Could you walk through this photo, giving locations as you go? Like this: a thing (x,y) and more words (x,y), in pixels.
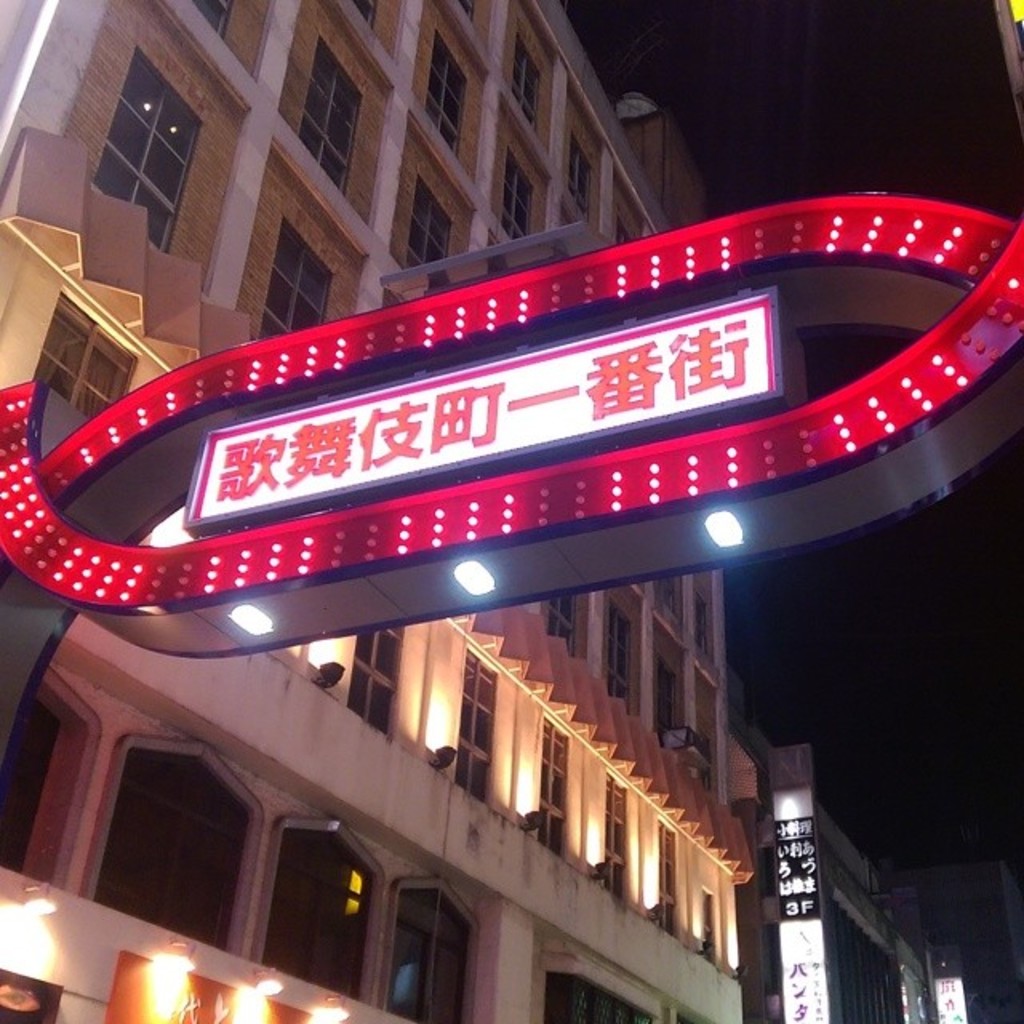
In this image there are light boards (463,559) of the buildings (932,944), and in the background (953,837) there is sky (967,861).
